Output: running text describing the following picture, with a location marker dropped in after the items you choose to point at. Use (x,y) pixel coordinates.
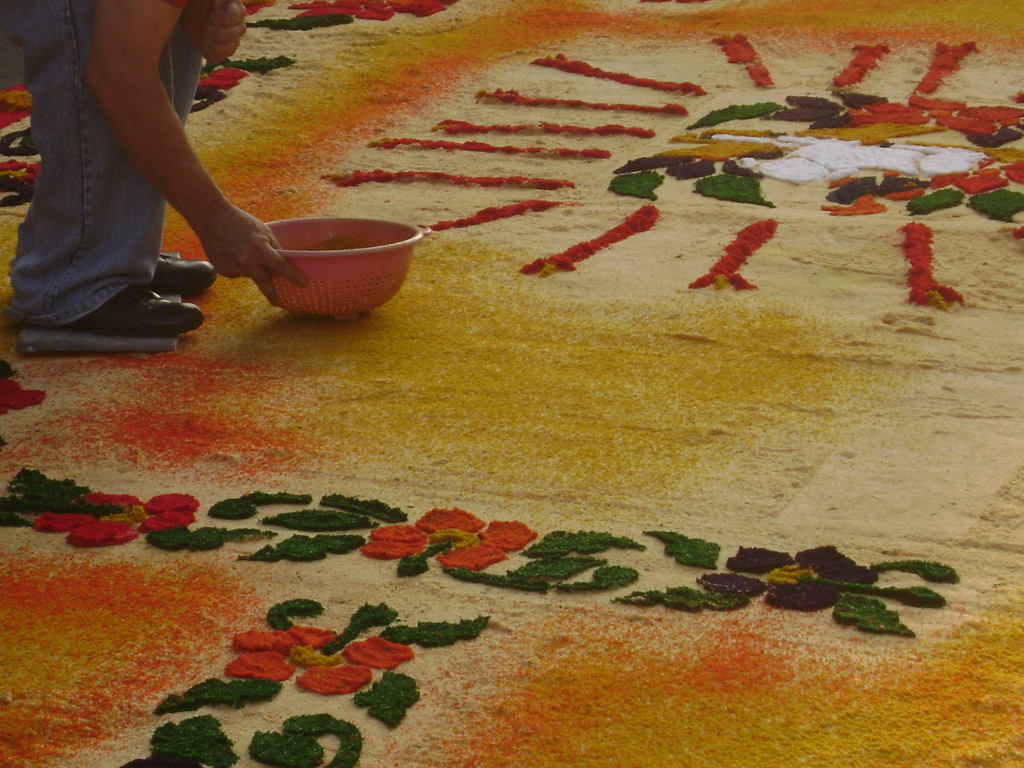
In the picture we can see a person (145,186) bending and holding a bowl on the floor (743,500) and he is doing some designs (972,705) on the floor (792,762) with colors.
